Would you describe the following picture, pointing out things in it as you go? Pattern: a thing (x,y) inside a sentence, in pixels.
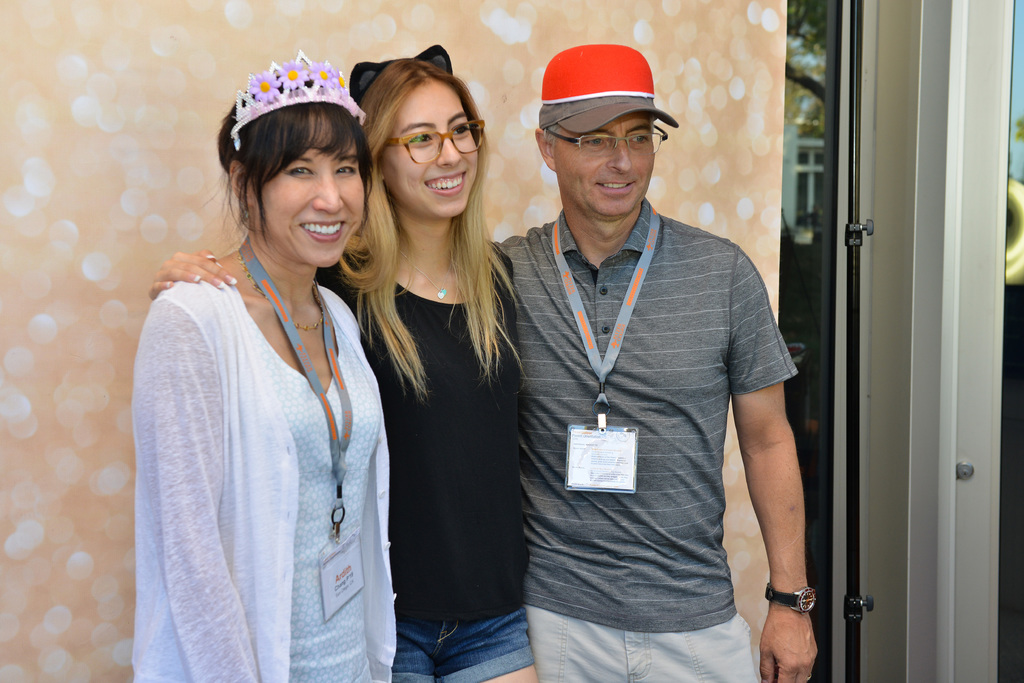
This picture is clicked inside. On the left (275,277) we can see the two women (332,376) smiling and standing on the ground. On the right (708,308) there is a man (620,264) wearing grey color t-shirt (671,310), cap (576,115), smiling and standing on the ground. In the background (319,45) we can see the wall (166,75) and a door (992,246).
